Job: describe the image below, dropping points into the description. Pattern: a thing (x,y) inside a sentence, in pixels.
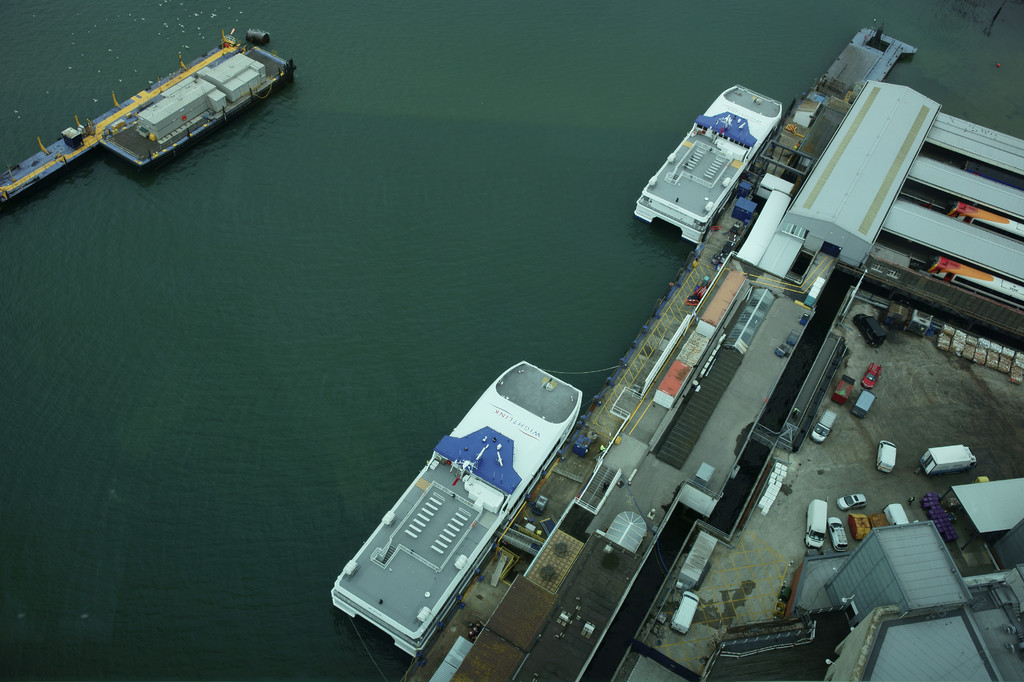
In this image, I can see ships (488,487) on the water (352,368) and there are sheds (832,250), a building (918,594), vehicles (694,600) and some objects (923,327). On the left side of the image (162,121), I can see sheds (174,109) on a platform (116,139).
